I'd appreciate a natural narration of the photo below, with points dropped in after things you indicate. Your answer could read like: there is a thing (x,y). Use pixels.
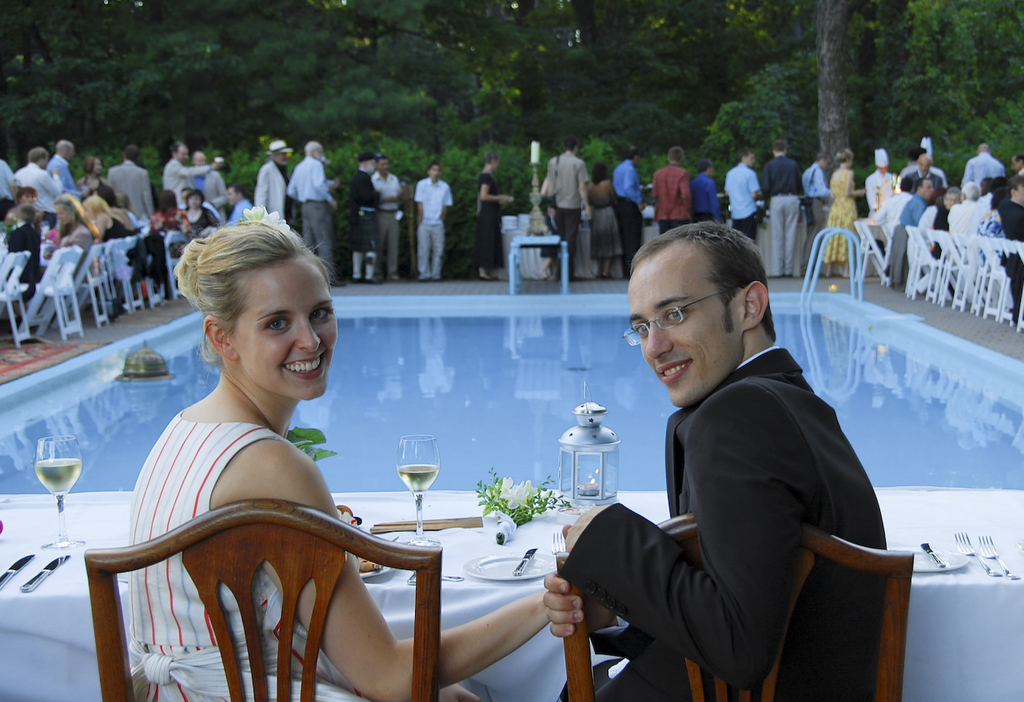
There is a swimming pool (509,377) where group of persons (70,236) are sitting and standing around it and there are trees (441,70) in the background (366,106).
